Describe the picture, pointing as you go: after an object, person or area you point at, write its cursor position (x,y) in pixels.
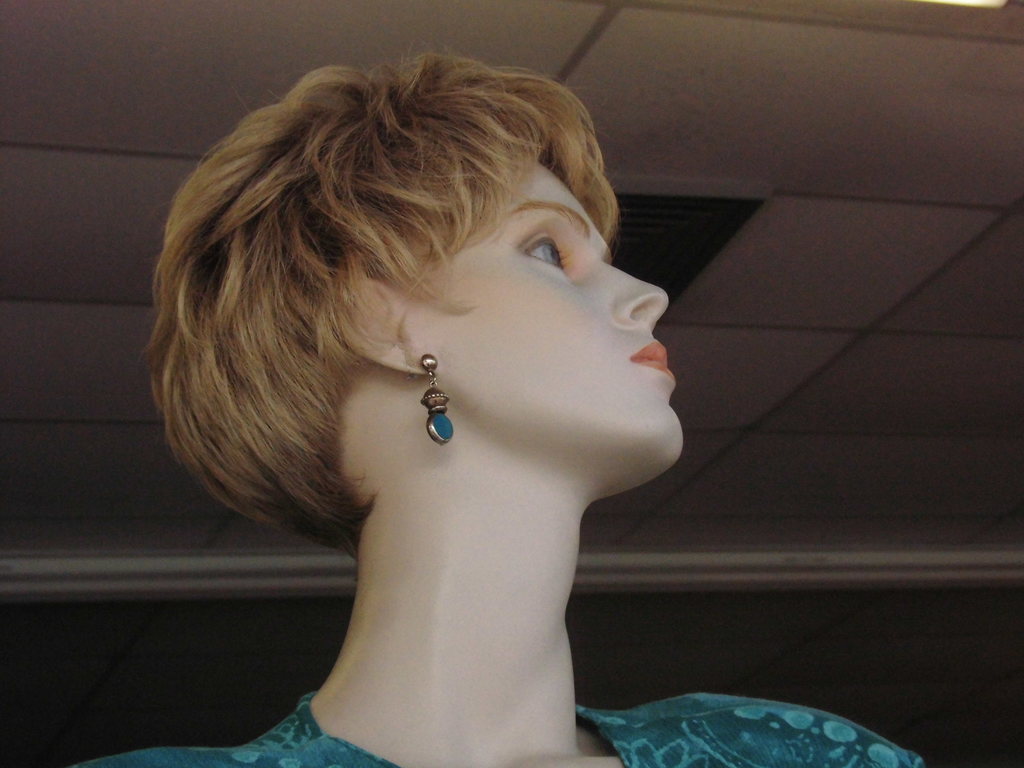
In this picture there is a statue (500,521) in the front (483,532).
